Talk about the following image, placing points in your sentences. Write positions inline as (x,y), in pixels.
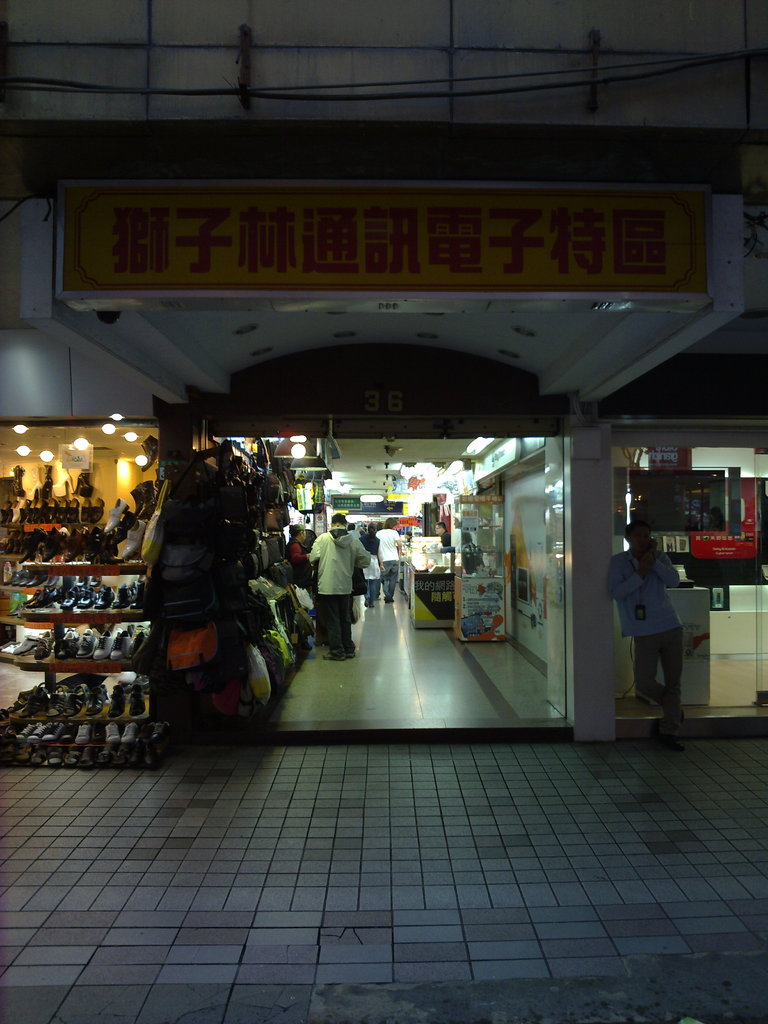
In the picture I can see the store (656,467). I can see the footwear (30,605) on the wooden shelves (60,613) and I can see the bags (215,479). There are lights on the left side (134,437). I can see a few persons (383,583) in the store (557,591). I can see a man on the right side (642,561) and looks like he is speaking on a phone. I can see the name plate board (506,246).
